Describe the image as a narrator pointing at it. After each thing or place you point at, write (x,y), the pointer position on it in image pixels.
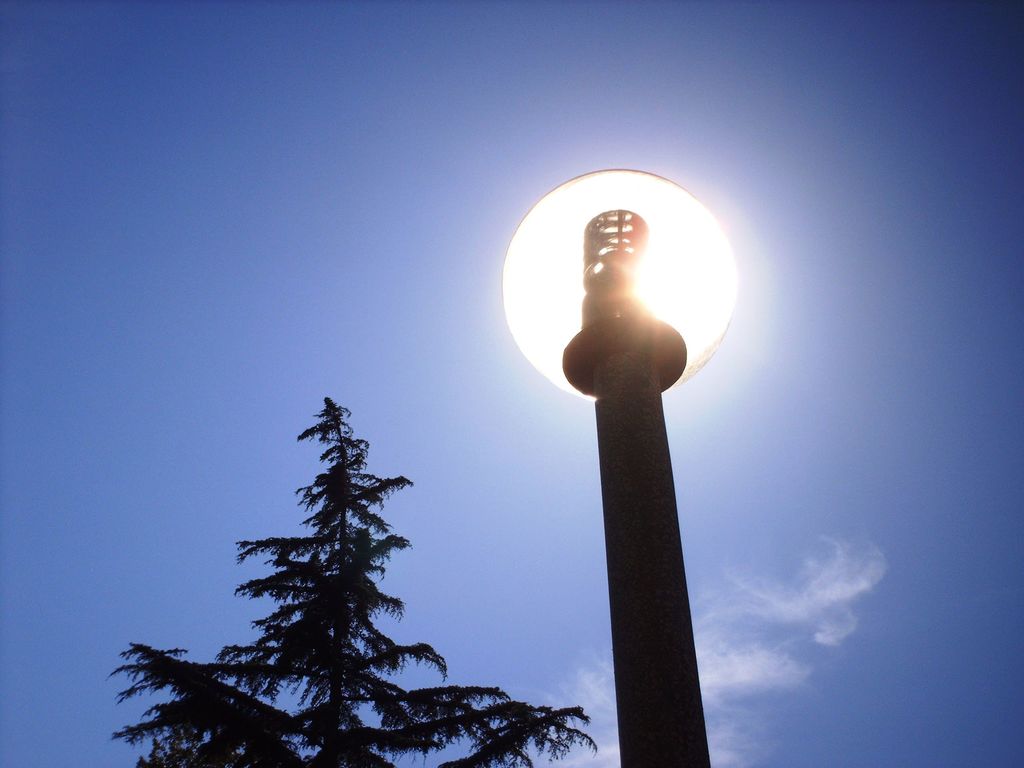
In this picture there is a black color lamppost (637,328) in the front (641,302). Beside there is a tree (266,724) and in the background (287,224) we can see the sky (852,257).
